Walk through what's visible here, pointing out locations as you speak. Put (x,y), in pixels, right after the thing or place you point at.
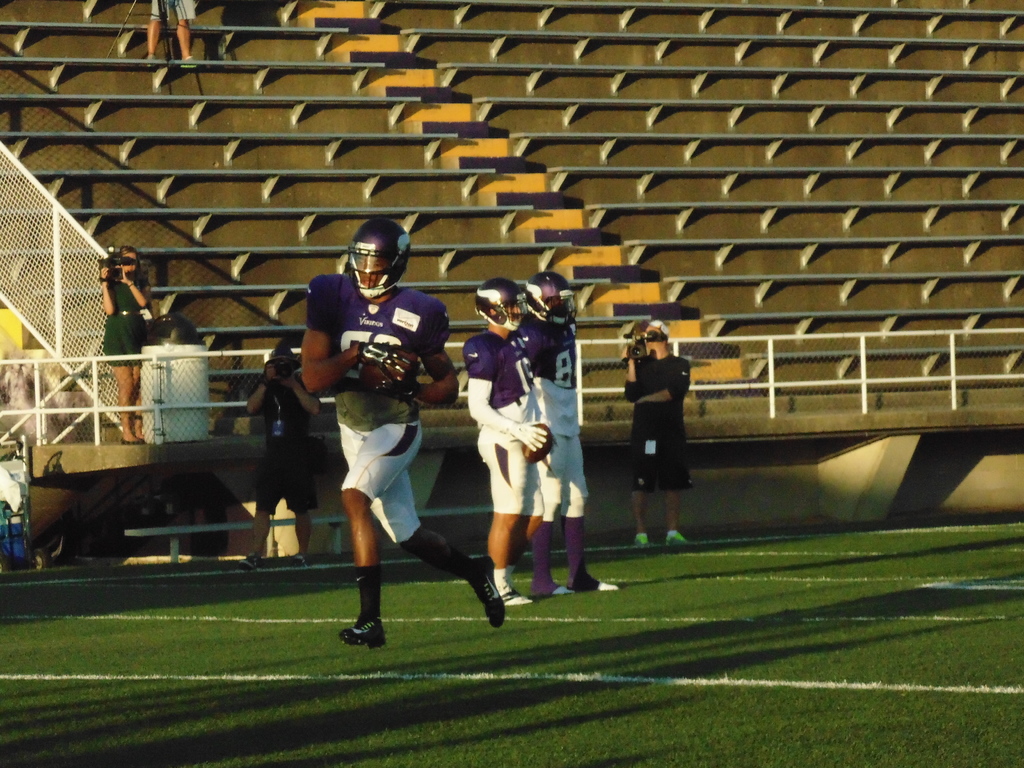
In this image, we can see people (345,363) wearing sports dress (423,346), gloves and are wearing helmets (356,270) and there are some other people (662,368) holding cameras (120,280). In the background (464,166), we can see benches (306,174), fences (54,271) and some other objects (10,501). At the bottom (483,684), there is ground (510,656).
